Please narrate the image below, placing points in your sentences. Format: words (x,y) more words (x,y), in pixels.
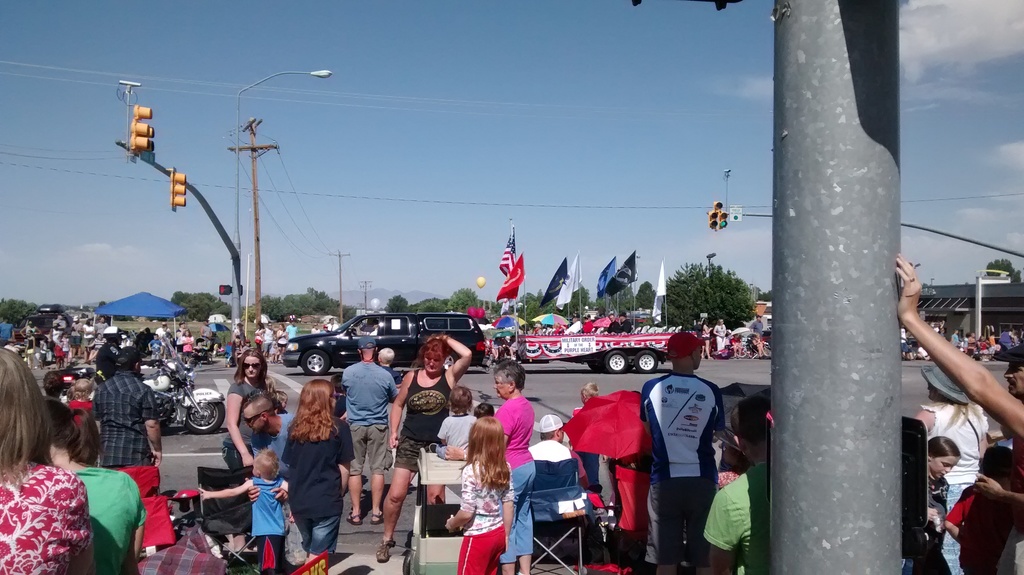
This image consists of many people (1018,474) standing on the road (344,574). There are vehicles (409,348) along with flags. In the front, there are signal lights (135,146) attached to the poles (210,209). In the background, there are trees (712,291) and tents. To the top (539,75), there is a sky (484,82).
